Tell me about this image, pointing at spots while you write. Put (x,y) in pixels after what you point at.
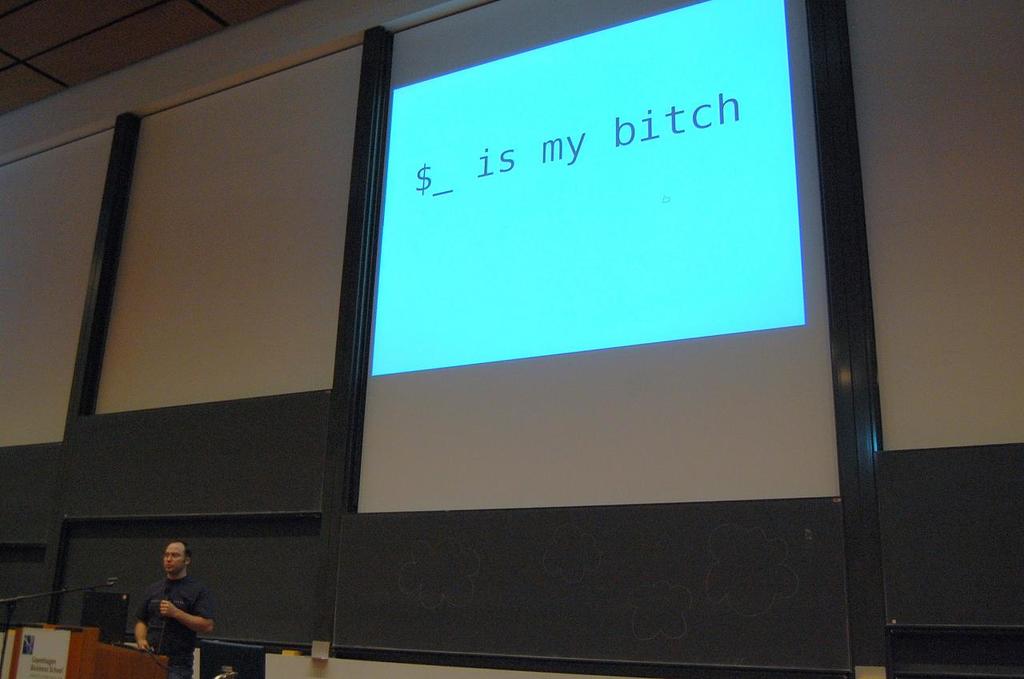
In the picture we can see a man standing near the desk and giving a speech in the microphone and on the desk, we can see a laptop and in the background (68,195), we can see a wall (64,207) with a screen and on it we can see a word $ is my bitch.
